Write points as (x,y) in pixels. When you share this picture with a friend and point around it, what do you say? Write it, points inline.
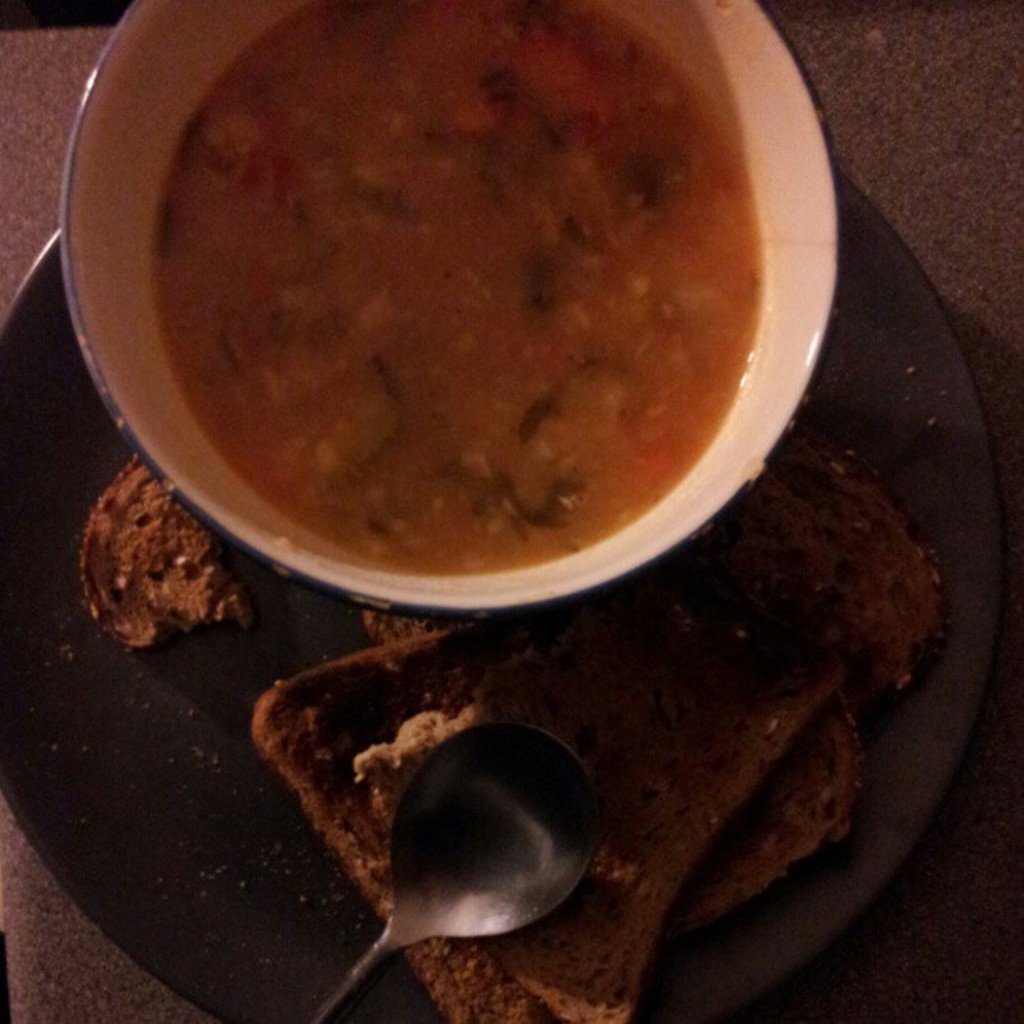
There is a plate (872,825) in the center of the image (489,653), on which there is bread (623,801) and spoon (539,766), there is a bowl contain food items (360,298) in it.
